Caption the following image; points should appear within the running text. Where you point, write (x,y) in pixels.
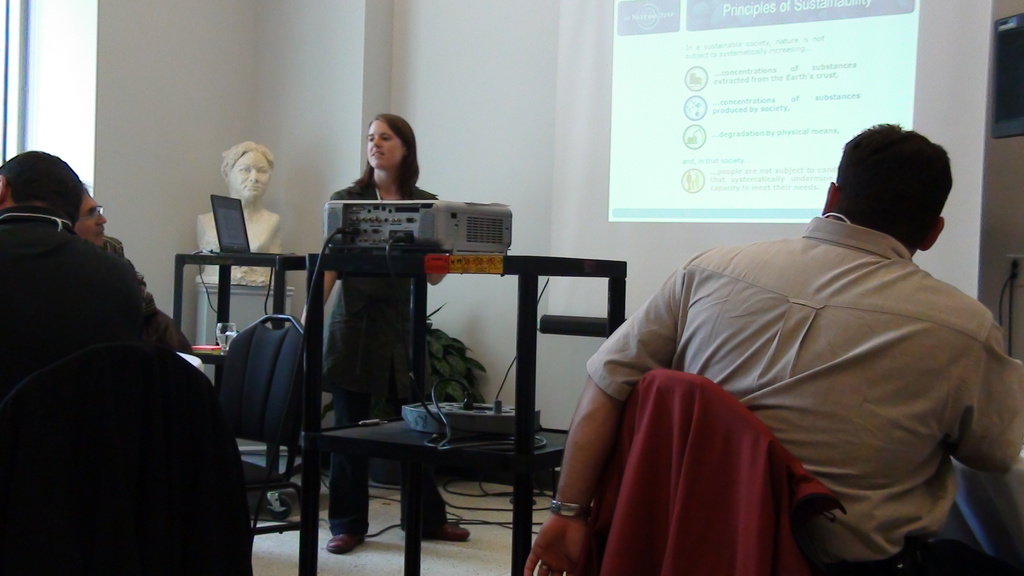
In this image In the middle (360,311) there is a woman (382,288) she is standing her hair (407,163) is short. On the right (792,386) there is a man (848,407) he wear shirt (900,389), trouser (961,559). On the left (119,368) there are many people (104,282), chair (168,364), plant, laptop (231,247), statue (257,213) and wall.
